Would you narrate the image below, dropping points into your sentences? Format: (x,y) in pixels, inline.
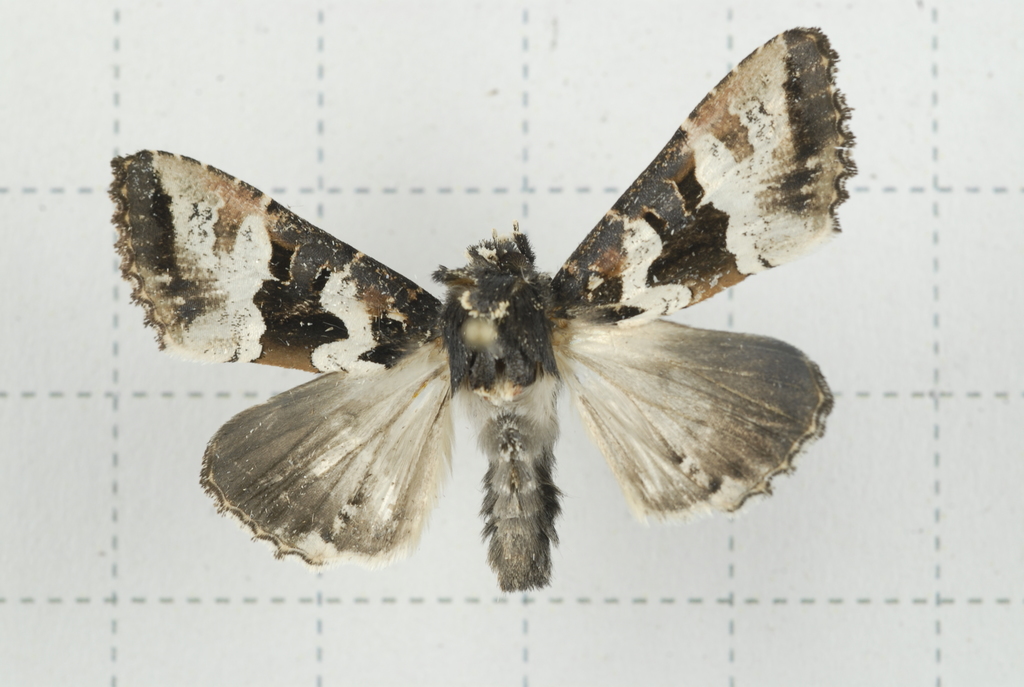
In this picture we can see the dark color butterfly (547,365) in the front (523,539). Behind there is a white paper background (554,571).
